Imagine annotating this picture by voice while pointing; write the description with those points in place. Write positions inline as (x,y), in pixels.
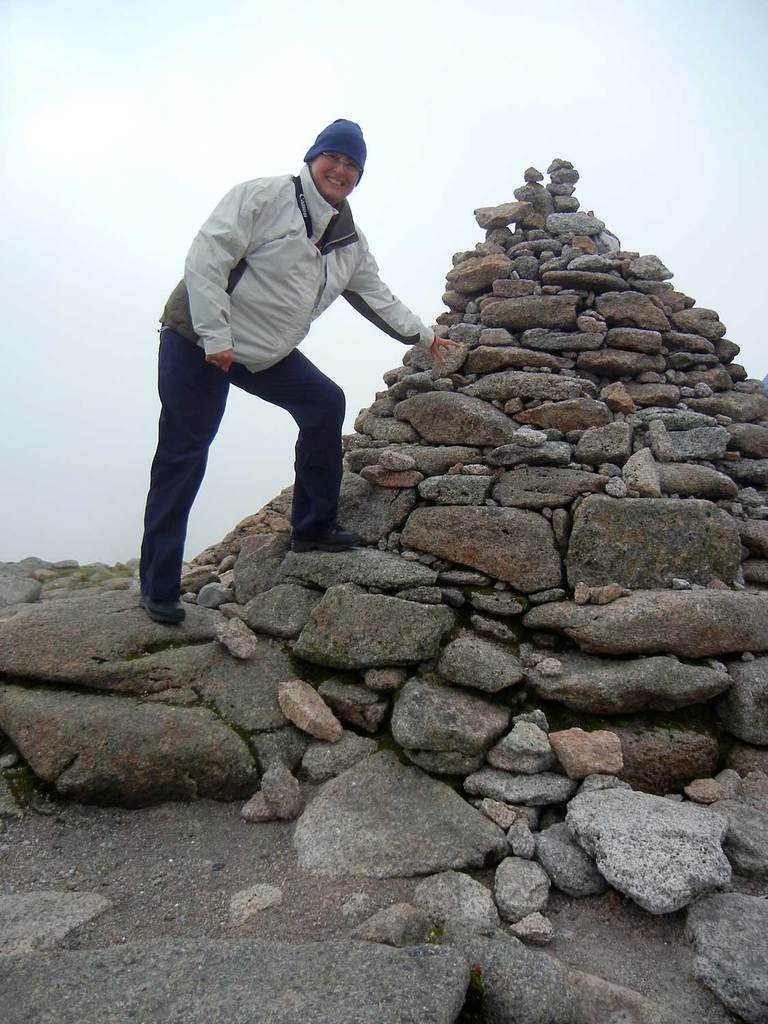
In this image in the center (267,385) there are stones (501,415) and there is a person (251,292) standing and smiling.
